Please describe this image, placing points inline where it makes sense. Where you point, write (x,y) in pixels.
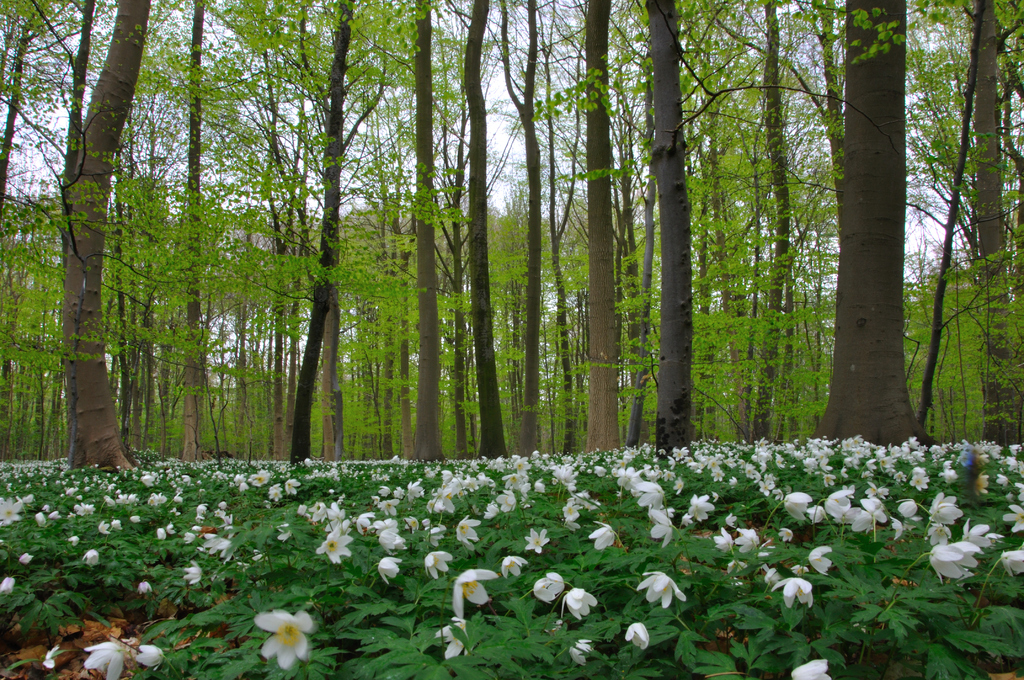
In the image in the center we can see plants (621,512) and few flowers (262,475), which are in white and yellow color. In the background (366,63) we can see the sky (499,102), clouds (490,91) and trees (281,216).
